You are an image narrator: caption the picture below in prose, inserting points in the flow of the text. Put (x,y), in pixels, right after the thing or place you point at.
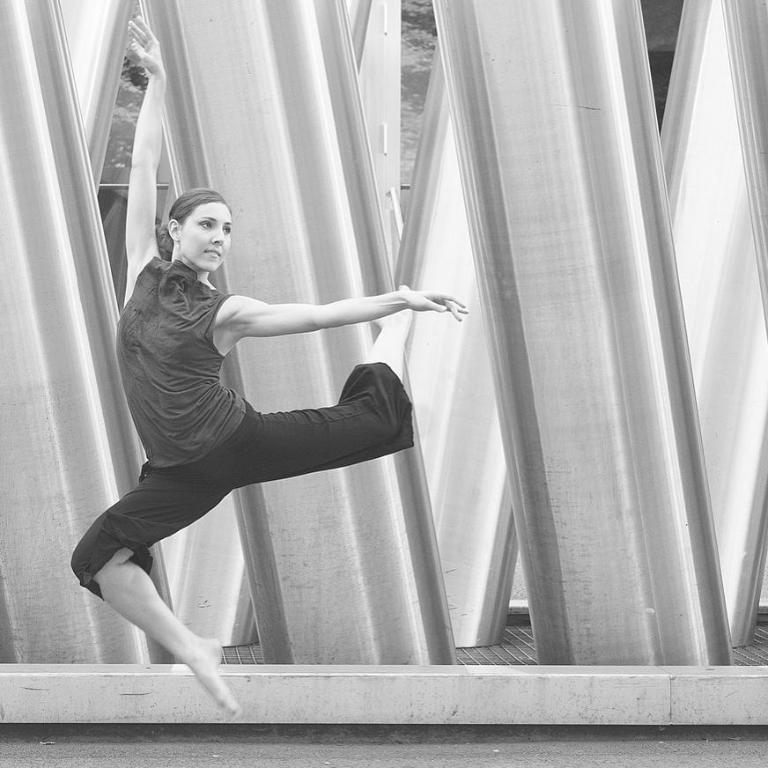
In front of the image there is a woman (154,616) with a pose. Behind her there are pillars (480,568).
